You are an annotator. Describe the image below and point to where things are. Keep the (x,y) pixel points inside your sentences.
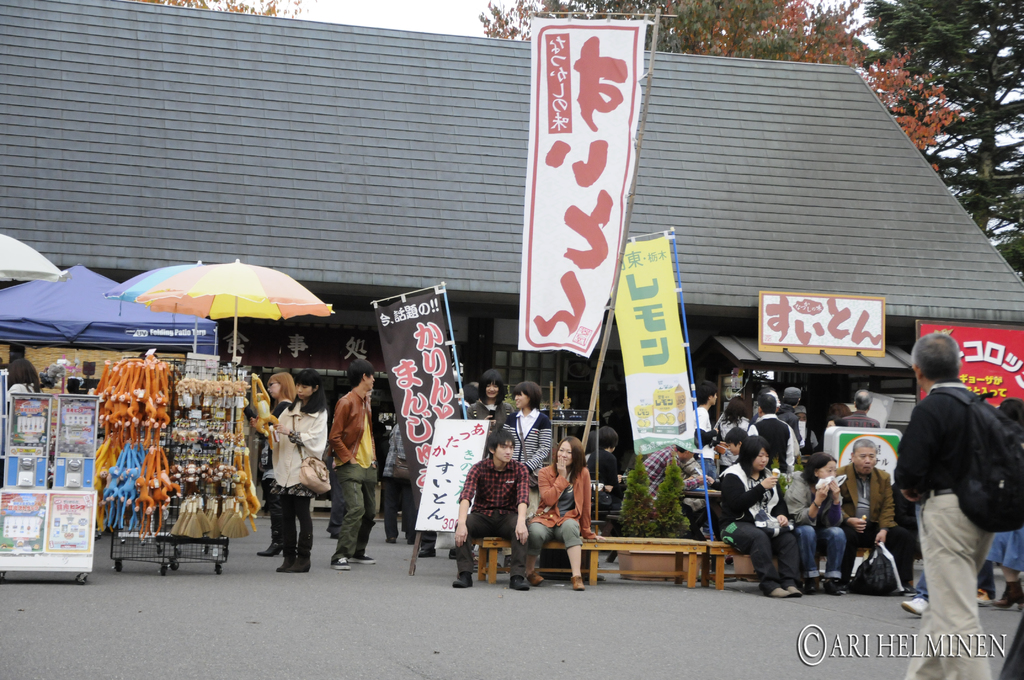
In the image there are few people (342,443) standing and other few people (832,523) are sitting. There are many poster (654,422) with something written on it and also there are name boards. There are few stalls (73,482) with toys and some other items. And also there is an umbrella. In the background (363,31) there is a building (987,251) with roofs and glass doors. In the top right corner of the image (794,33) there are trees (958,140).
